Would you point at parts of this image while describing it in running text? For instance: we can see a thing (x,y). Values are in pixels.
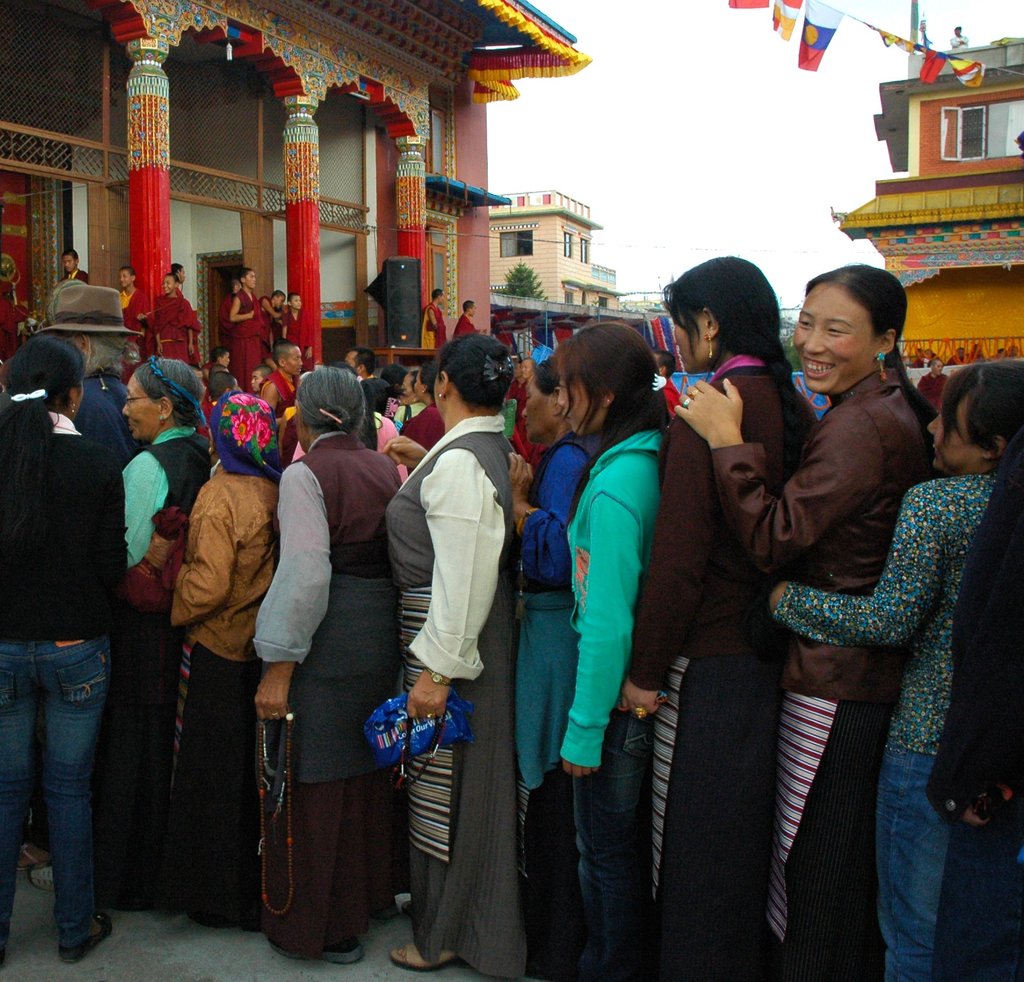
In this image we can see a crowd (672,597) standing on the ground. In the background (237,171) we can see buildings (451,245), trees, flags (781,25), speakers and sky (604,93).
